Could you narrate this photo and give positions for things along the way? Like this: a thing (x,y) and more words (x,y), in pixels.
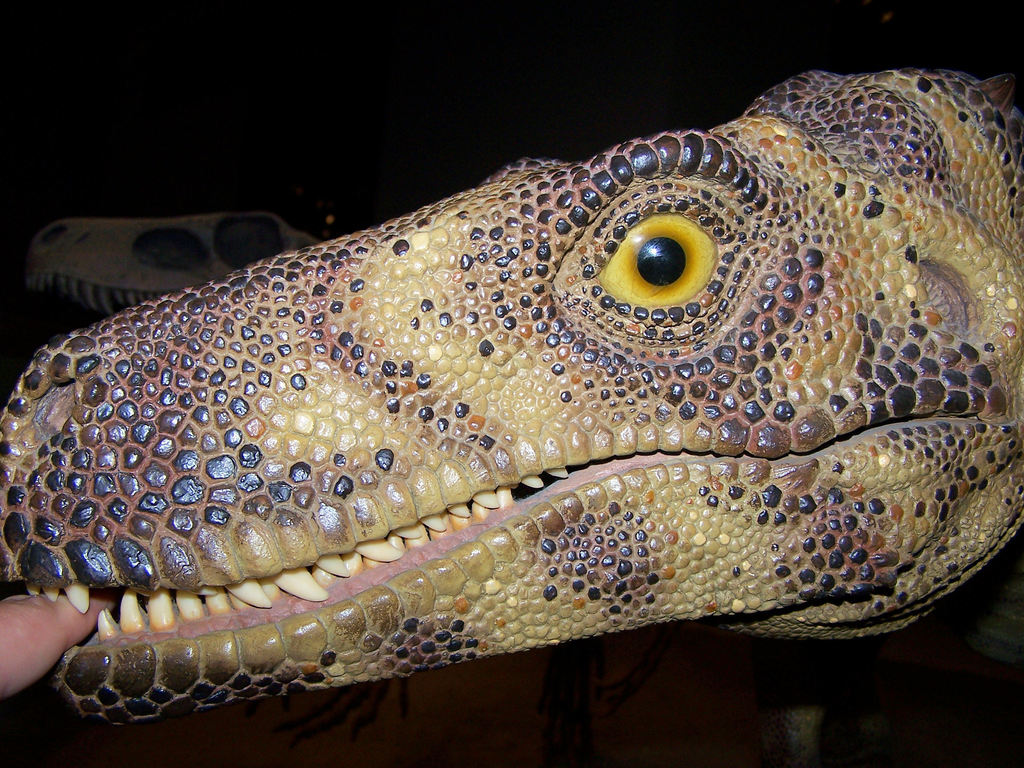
In this image we can see two structures (557,363) of the dinosaurs (540,421). The background (245,88) is dark. We can see a human finger (38,620) on the left side of the image (44,603).
